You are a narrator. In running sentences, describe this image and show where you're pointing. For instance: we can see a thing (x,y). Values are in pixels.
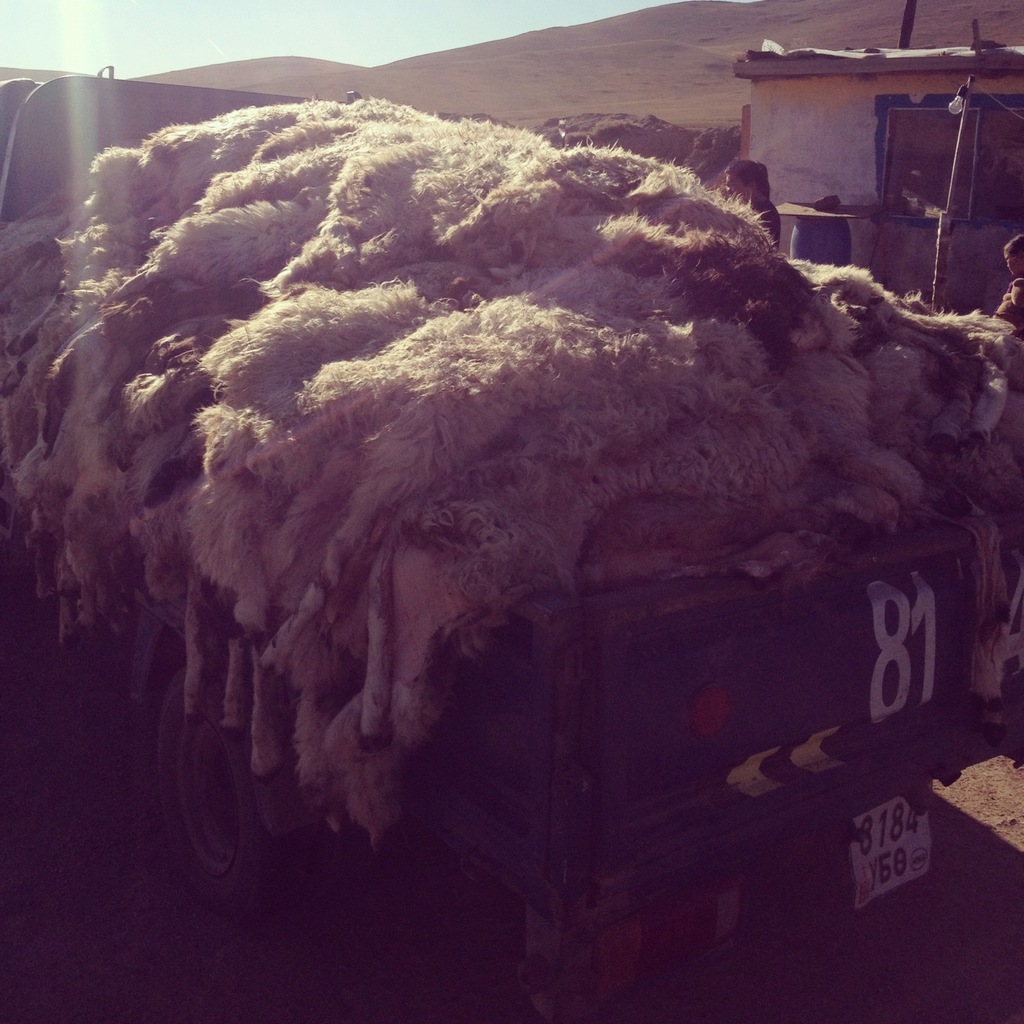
In this image we can see some sheepskins (306,308) in the vehicle (822,846), there are two persons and also we can see a house (813,159), light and a drum (794,234), in the background (434,23) we can see the mountains (489,74) and the sky (434,23).
